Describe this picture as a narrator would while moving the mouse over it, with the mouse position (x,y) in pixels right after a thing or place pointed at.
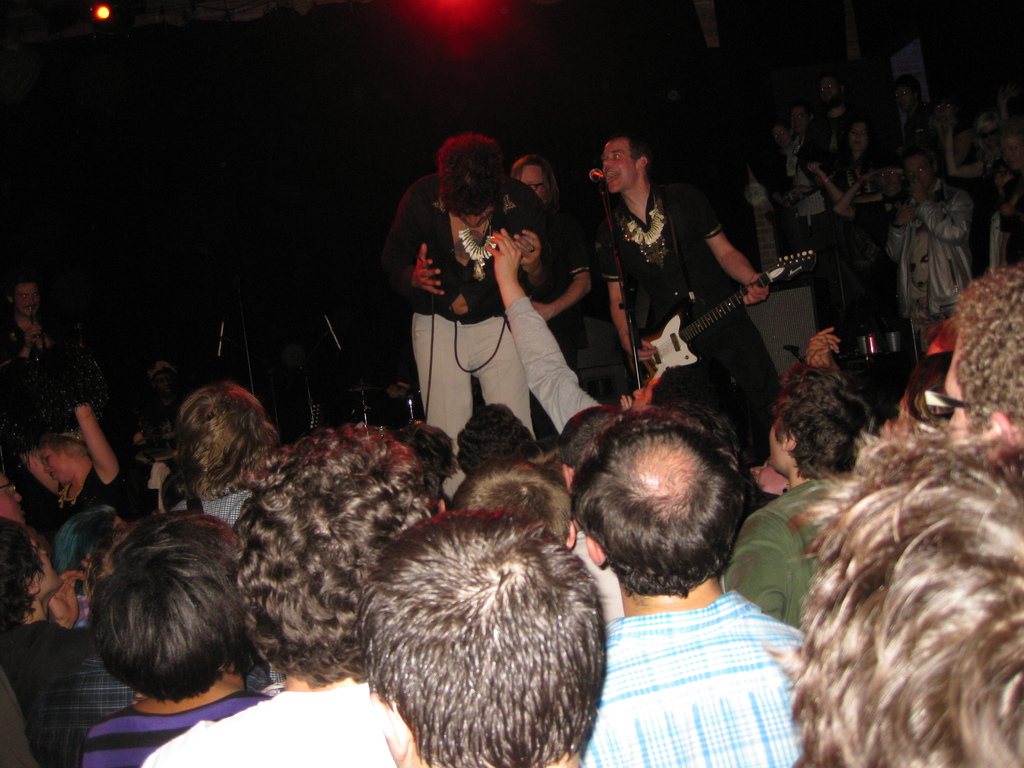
In this image I can see group of people (279,549). Background (696,219) I can see a person (680,224) standing singing in front of the microphone (598,168) and holding a musical instrument (675,351). I can also see the other person (501,323) standing wearing black shirt (481,301) and white color pant (509,371), and I can see dark background (225,101).
